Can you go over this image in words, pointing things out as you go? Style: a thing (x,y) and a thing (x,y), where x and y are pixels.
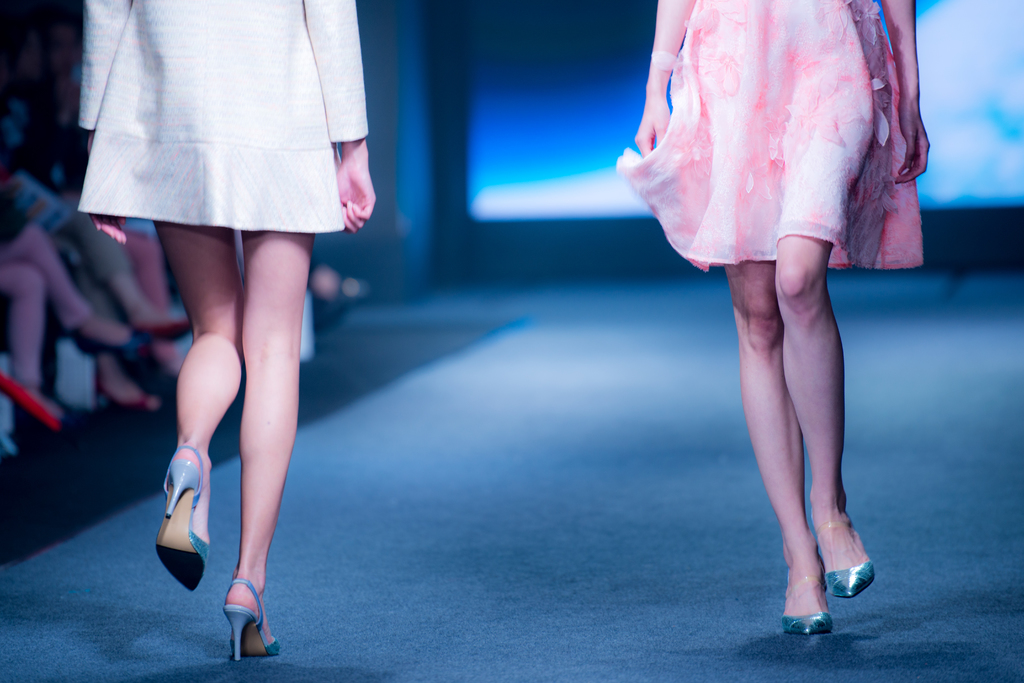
In this image, we can see people (272,66) walking on the ramp (520,492) and in the background (76,160), there are some other people (77,212) and we can see a screen (506,123).
